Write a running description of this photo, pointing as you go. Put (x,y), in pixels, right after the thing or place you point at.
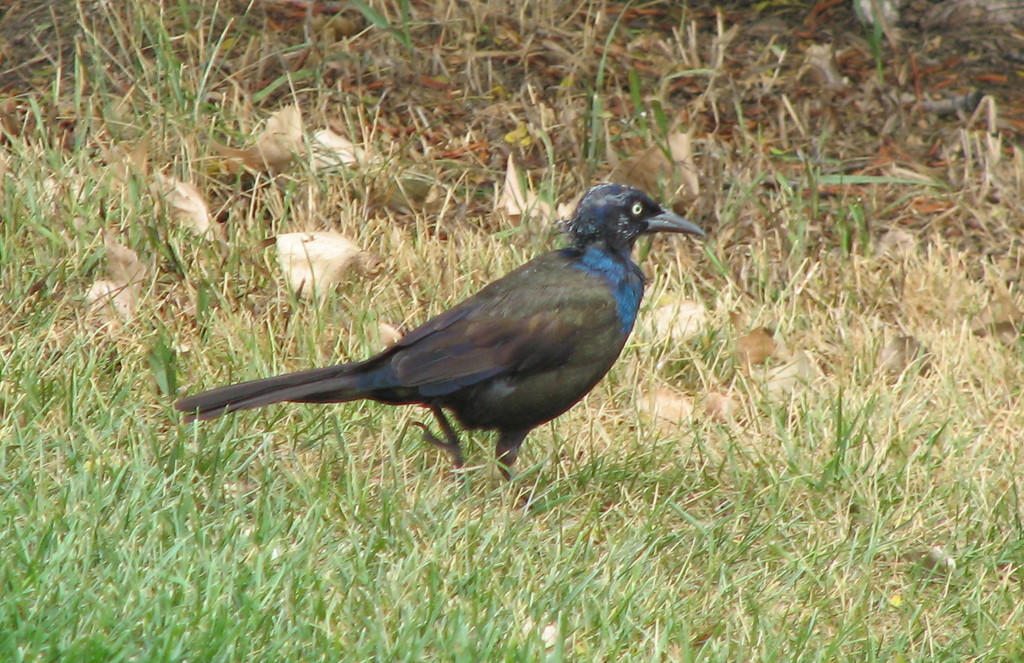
This image is taken outdoors. At the bottom of the image (300,546) there is a ground (694,542) with grass (796,422) and dry leaves (409,213) on it. In the middle of the image (528,341) there is a bird (538,389) on the ground (505,520).
